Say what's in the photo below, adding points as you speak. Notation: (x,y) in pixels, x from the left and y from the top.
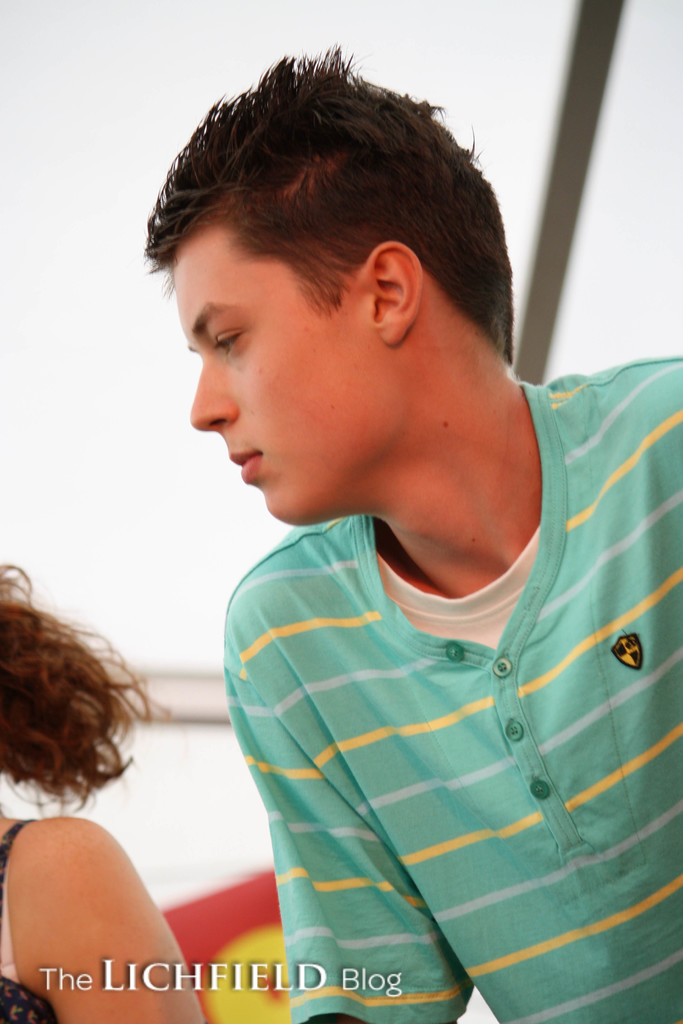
In this image I can see a person (398,821) standing, behind him there is another person (63,712) and water mark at the bottom of image (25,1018).
